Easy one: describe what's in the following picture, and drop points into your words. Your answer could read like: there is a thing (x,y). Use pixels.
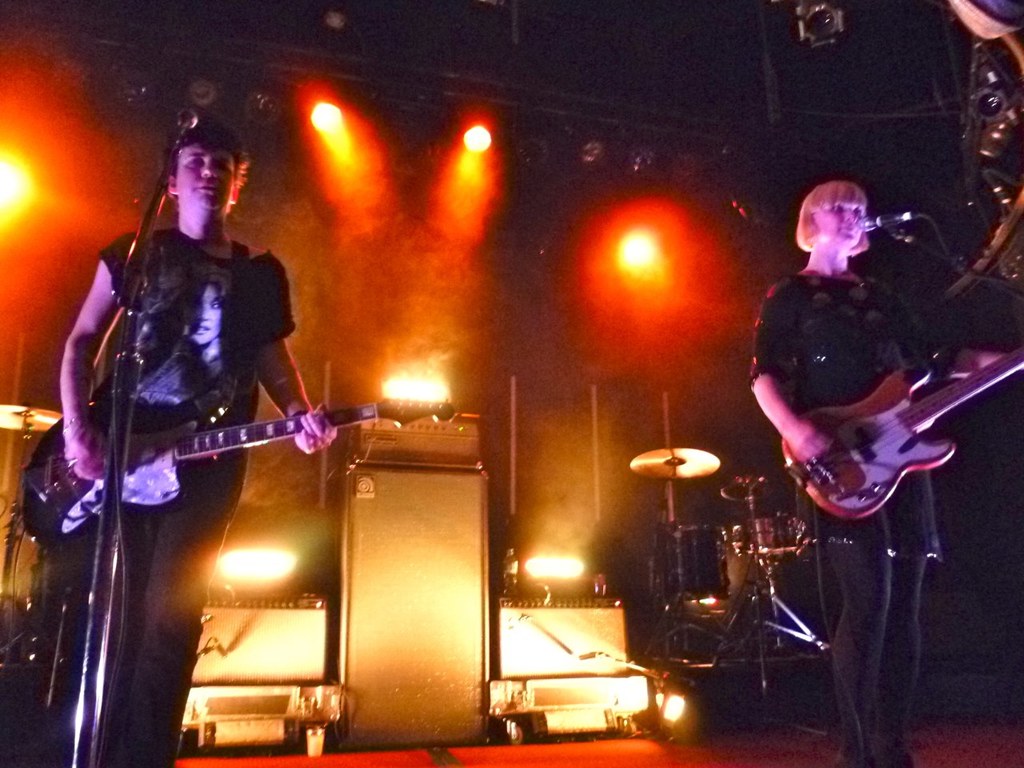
In this image I can see a man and a woman (821,190) are standing and they both are holding guitars (866,451). In the background (678,612) I can see few lights (597,272), speakers (612,663) and a drum set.
